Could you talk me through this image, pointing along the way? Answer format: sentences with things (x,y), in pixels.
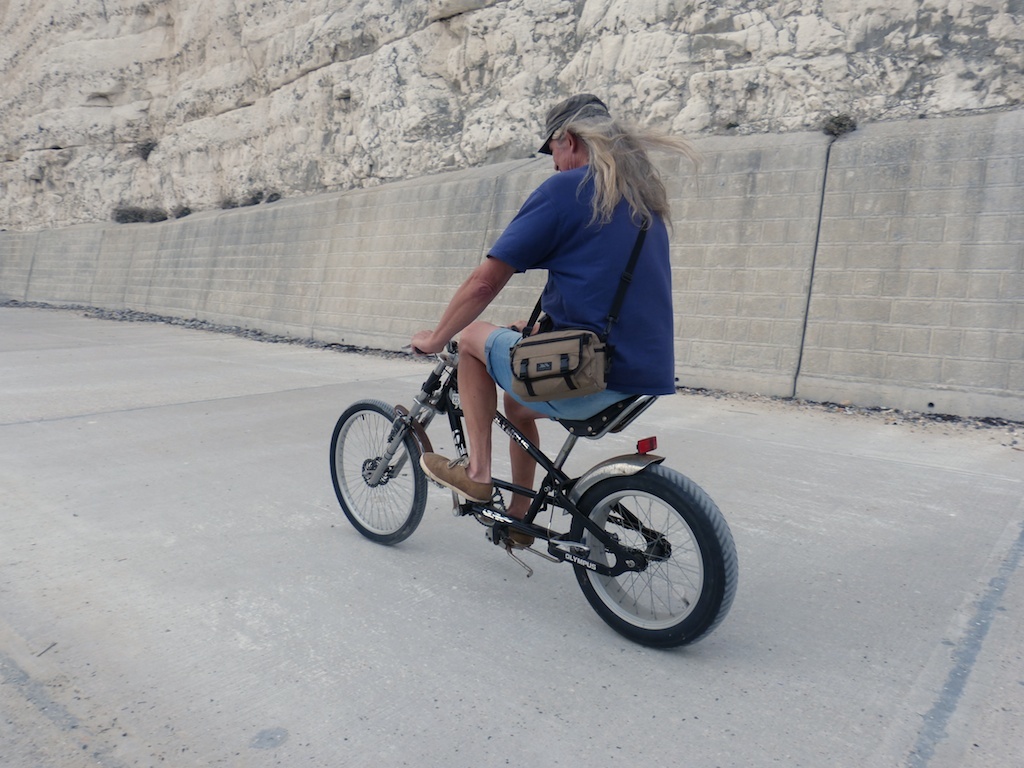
In this image, There is a road (285,677) in white color, In the middle (658,470) there is a man (600,327) riding a bicycle (458,438) and he is carrying a bag (585,329) and he is wearing a hat (572,107), In the background (733,240) there is wall (451,225) of brown color and above that there are some white color stones (431,49).
